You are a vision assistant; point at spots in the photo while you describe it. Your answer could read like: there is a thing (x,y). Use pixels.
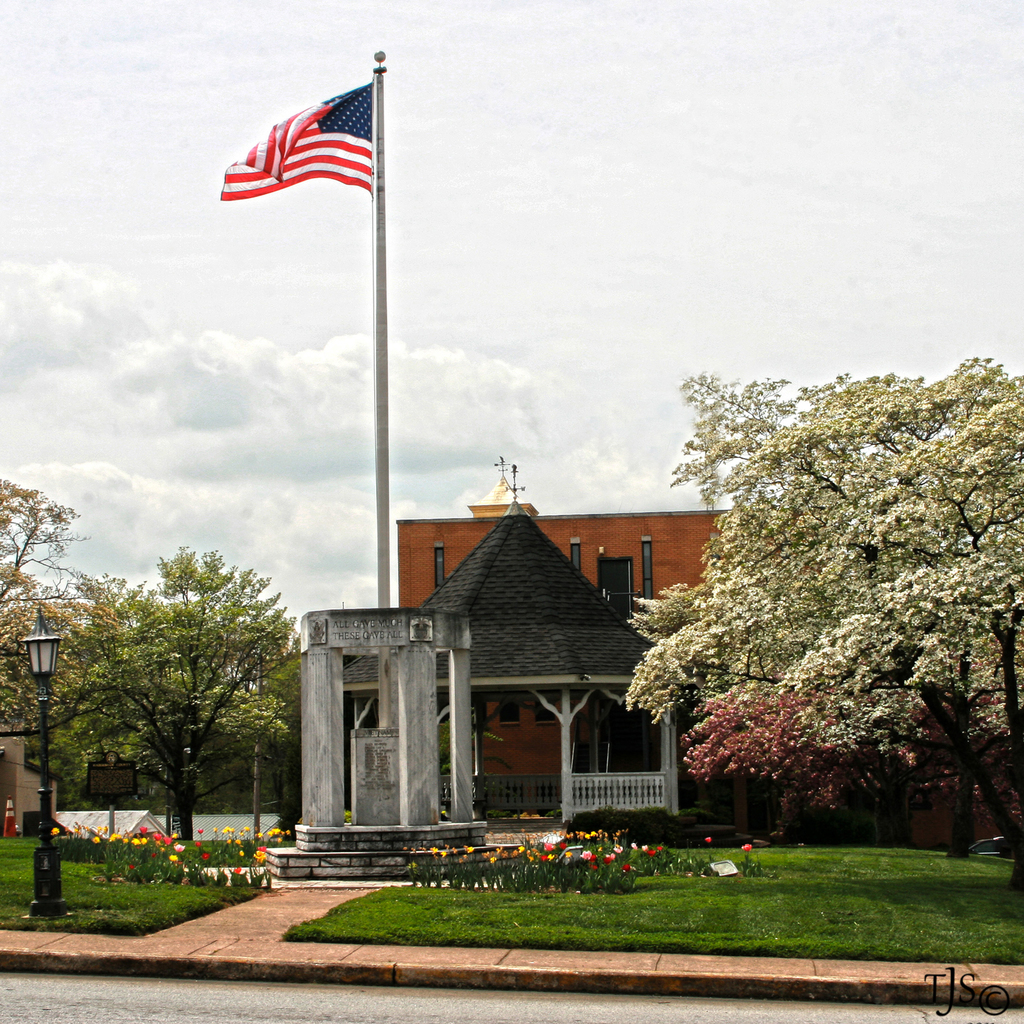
In this image we can see a memorial (405,634). We can also see the flag (310,108), a roof hut (376,679) and also the building (405,596). The image also consists of trees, flower plants (157,861), light pole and also grass (659,916). We can also see the path (221,921). In the background (535,178) there is a cloudy sky (631,215) and in the bottom right corner (950,985) we can see the text (935,996).
